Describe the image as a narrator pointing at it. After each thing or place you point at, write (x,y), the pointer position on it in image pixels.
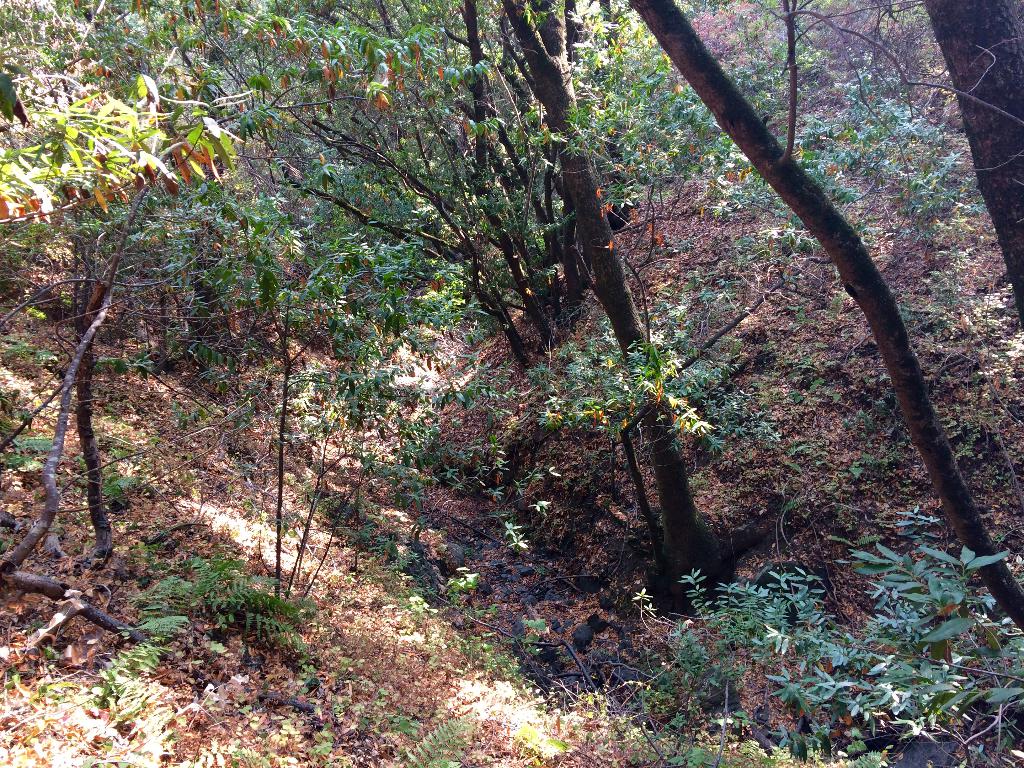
In the picture I can see trees (49,219), plants (441,468), the grass (491,640) and some other objects (501,631) on the ground (462,603).
